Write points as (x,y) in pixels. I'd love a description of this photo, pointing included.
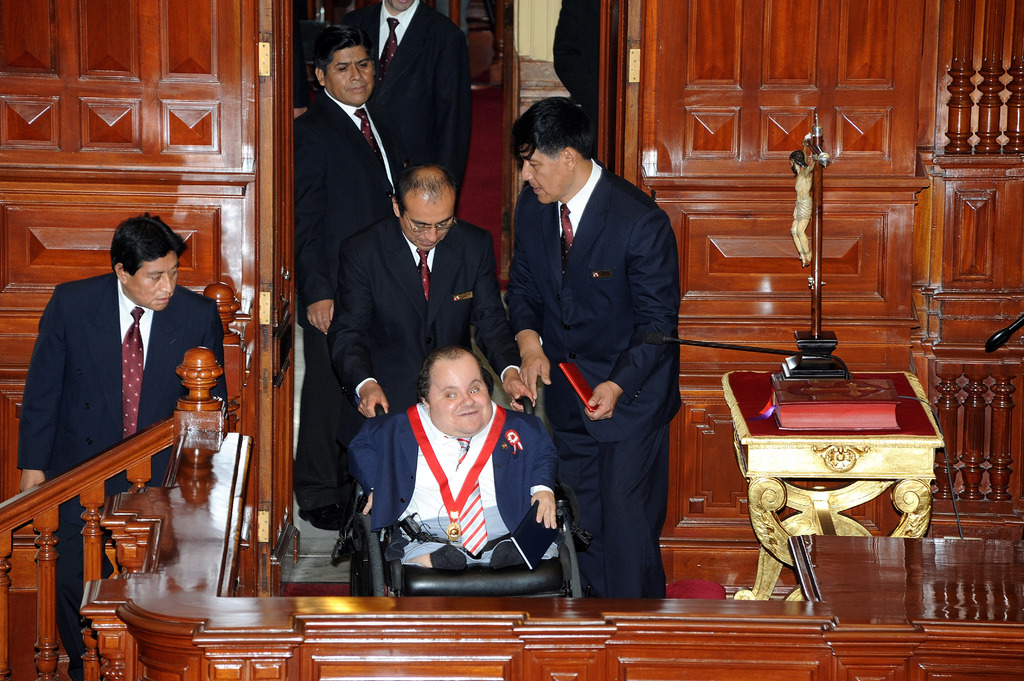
In this image I can see some people (441,433). On the right side (809,335), I can see some objects (803,410) on the table (806,438). In the background (791,69), I can see the wooden wall (724,95).
